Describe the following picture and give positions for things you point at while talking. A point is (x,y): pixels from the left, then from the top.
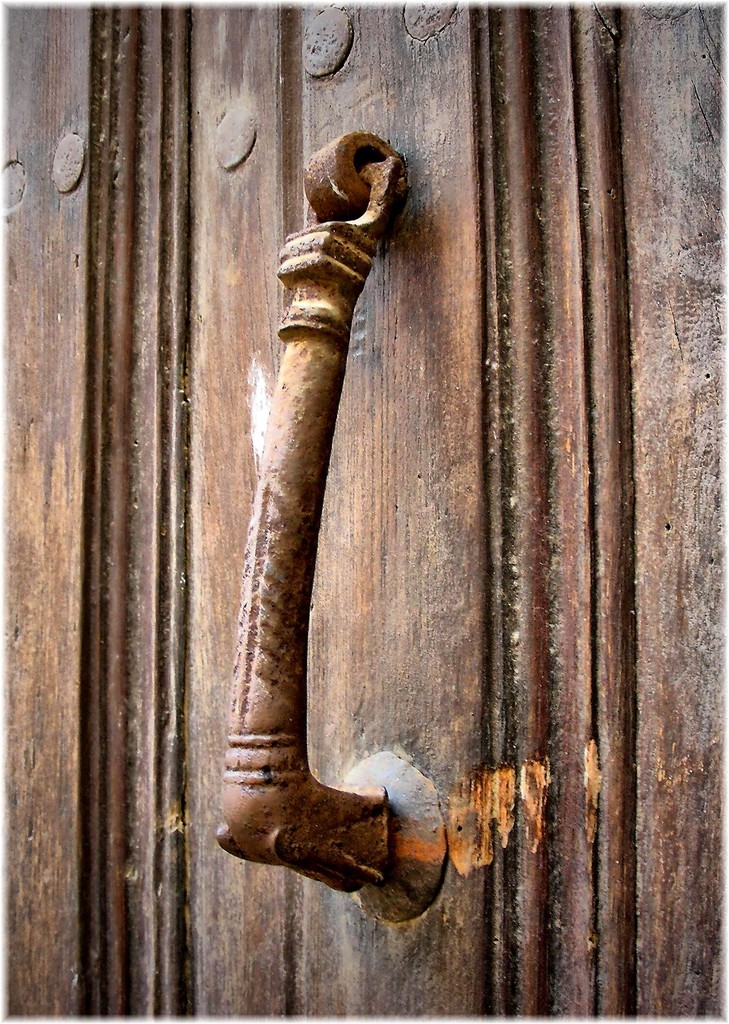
In the foreground of this image (280,631), there is a handle (275,685) to a door (47,507).
